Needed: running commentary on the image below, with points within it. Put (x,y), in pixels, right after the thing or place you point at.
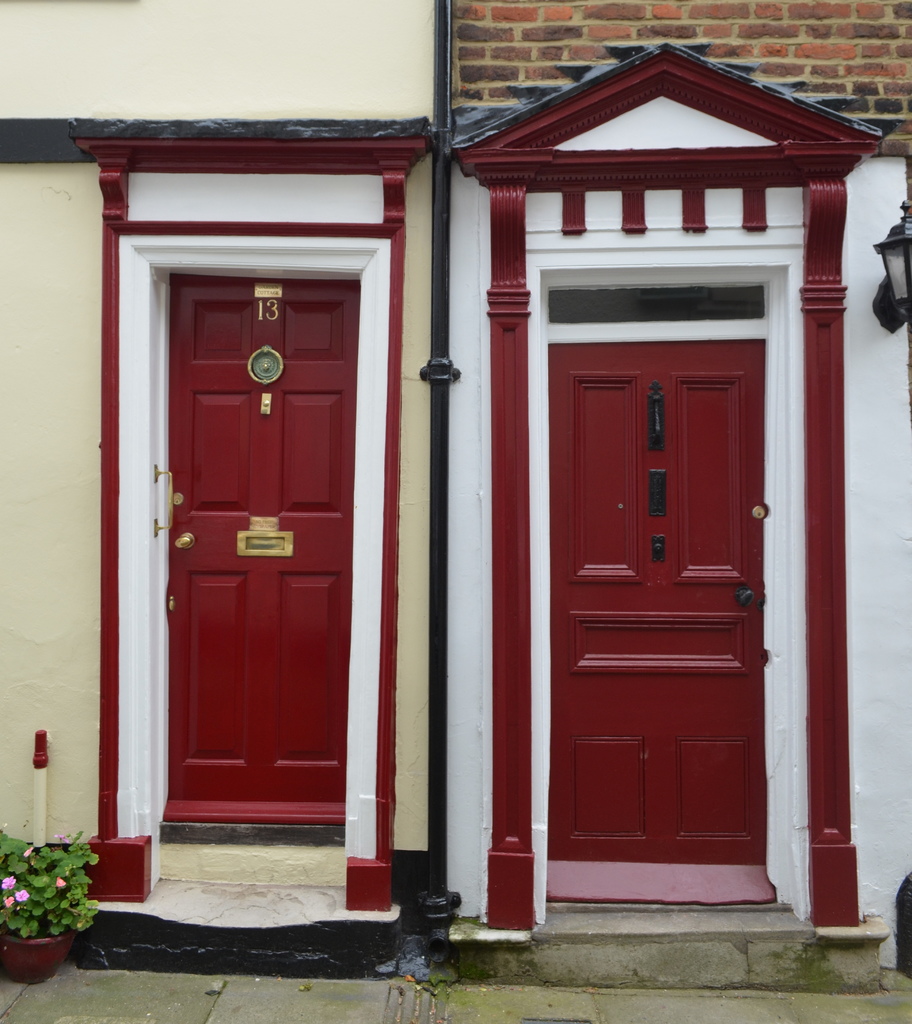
In this image there are doors (702,550), walls (409,755), pipe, plant (15,875), lantern lamp (886,237) and objects (746,595).
